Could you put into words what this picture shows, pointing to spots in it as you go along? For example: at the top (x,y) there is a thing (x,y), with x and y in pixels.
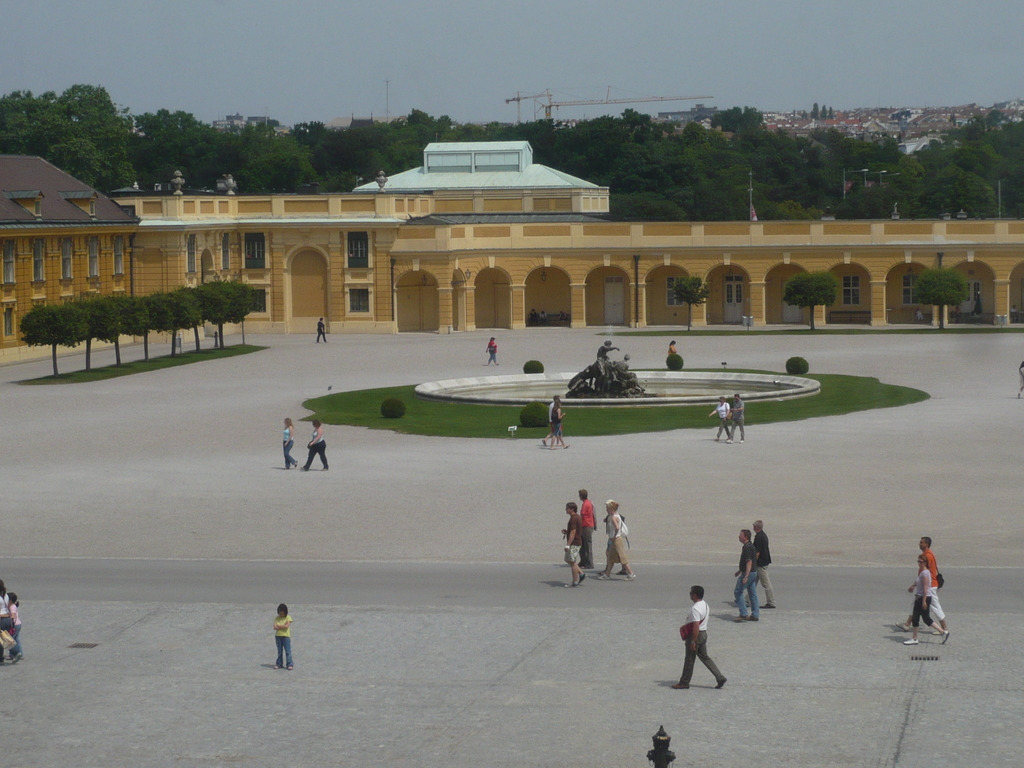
Here few people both men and women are walking on the road (389,613). On the left (279,619) at the bottom (289,629) there is a woman (285,634) standing on the road (238,647). In the background (309,247) there are buildings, plants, grass (471,422), sculpture (597,385), water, cranes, trees (729,185) and sky (493,93).
